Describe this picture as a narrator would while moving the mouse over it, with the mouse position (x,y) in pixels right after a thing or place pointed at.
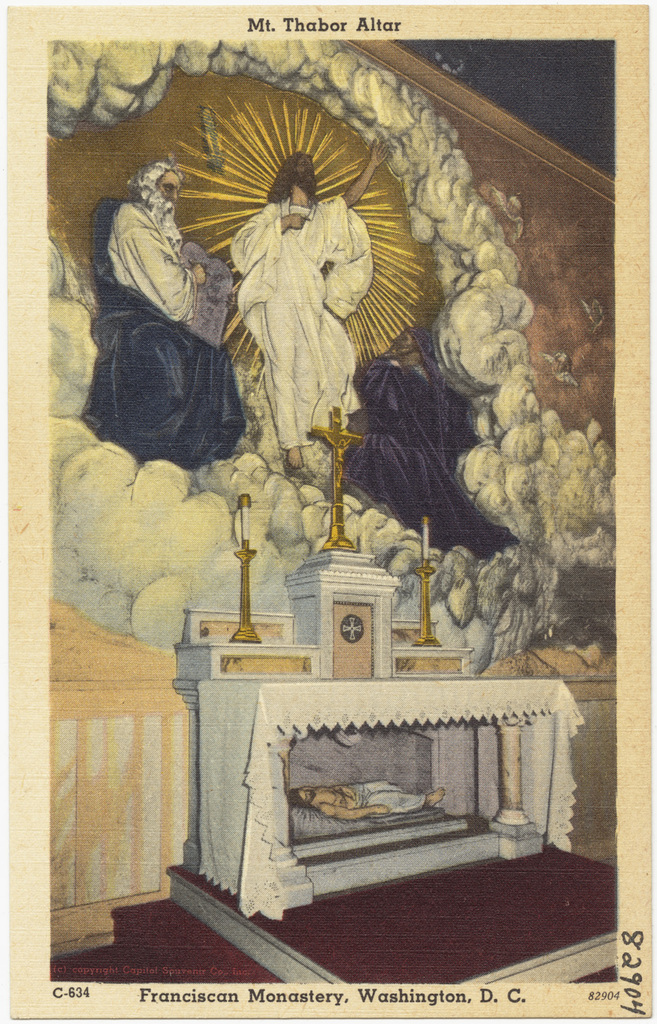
This picture shows a paper cutting (603,461). we see few men (290,432) in the picture and we see text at the bottom (522,995) and on the top of the picture (314,31).
